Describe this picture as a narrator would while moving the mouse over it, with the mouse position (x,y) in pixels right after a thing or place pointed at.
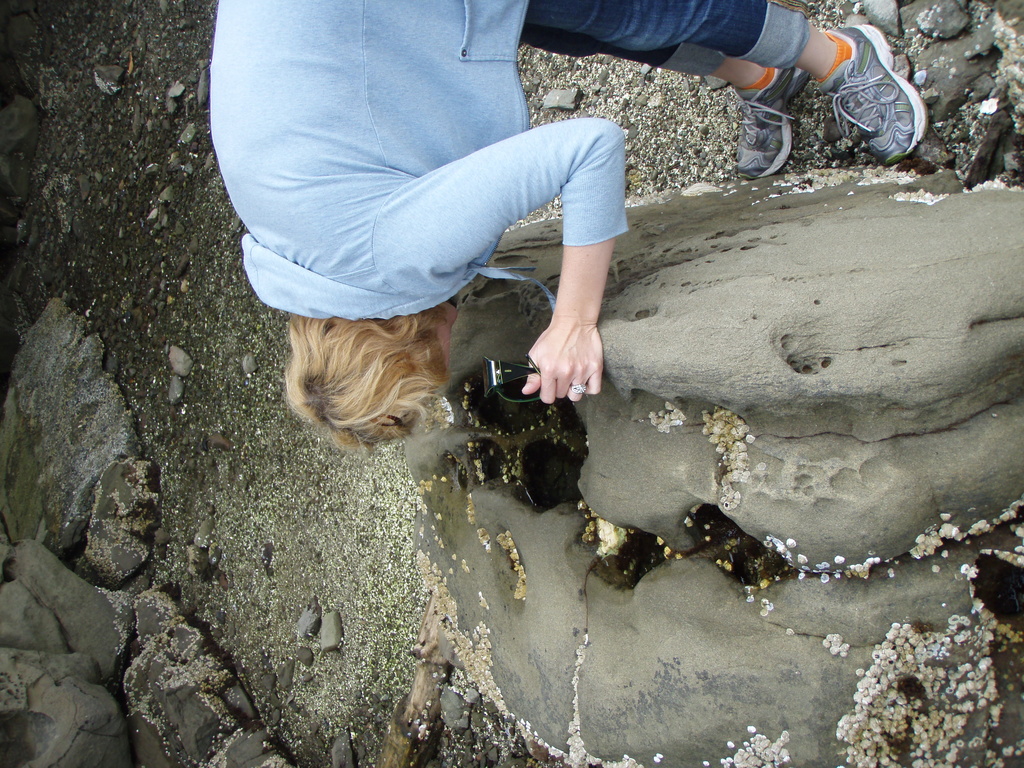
In this image we can see a person (480,225) bending and holding an object (494,374). At the bottom (790,647) there are rocks (315,616).
